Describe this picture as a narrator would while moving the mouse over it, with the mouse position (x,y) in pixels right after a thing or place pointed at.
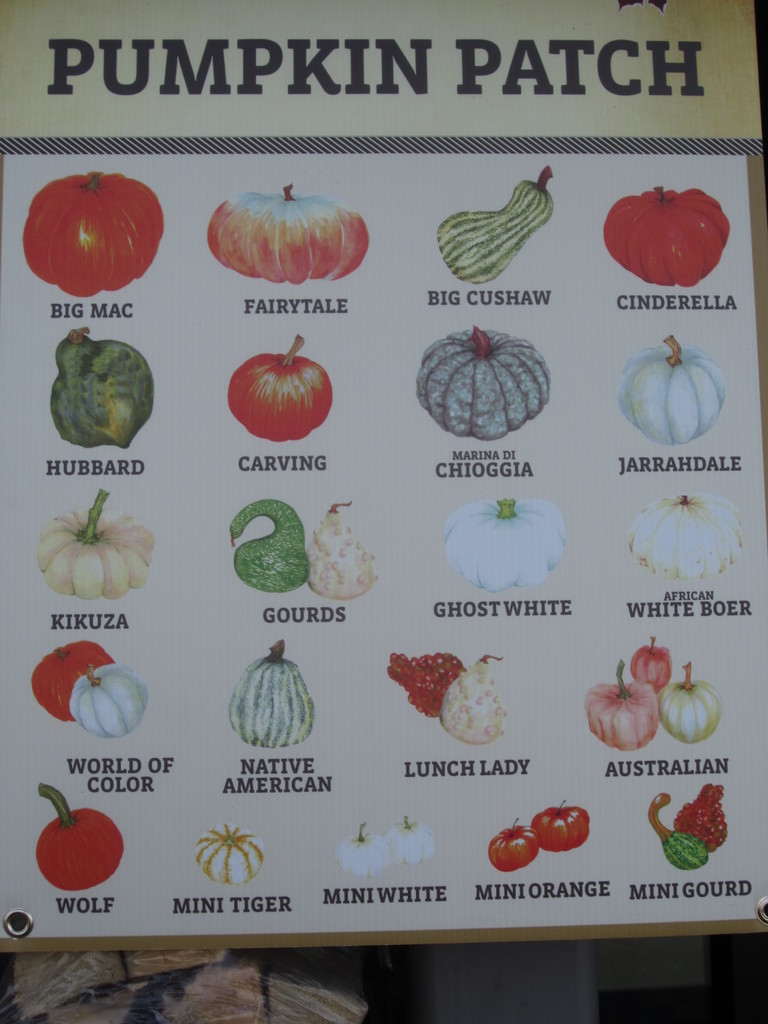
In this image there is a poster (266,551) with pictures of fruits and vegetables (466,739). At the bottom of the image (239,1002) there are few objects (273,1002).
